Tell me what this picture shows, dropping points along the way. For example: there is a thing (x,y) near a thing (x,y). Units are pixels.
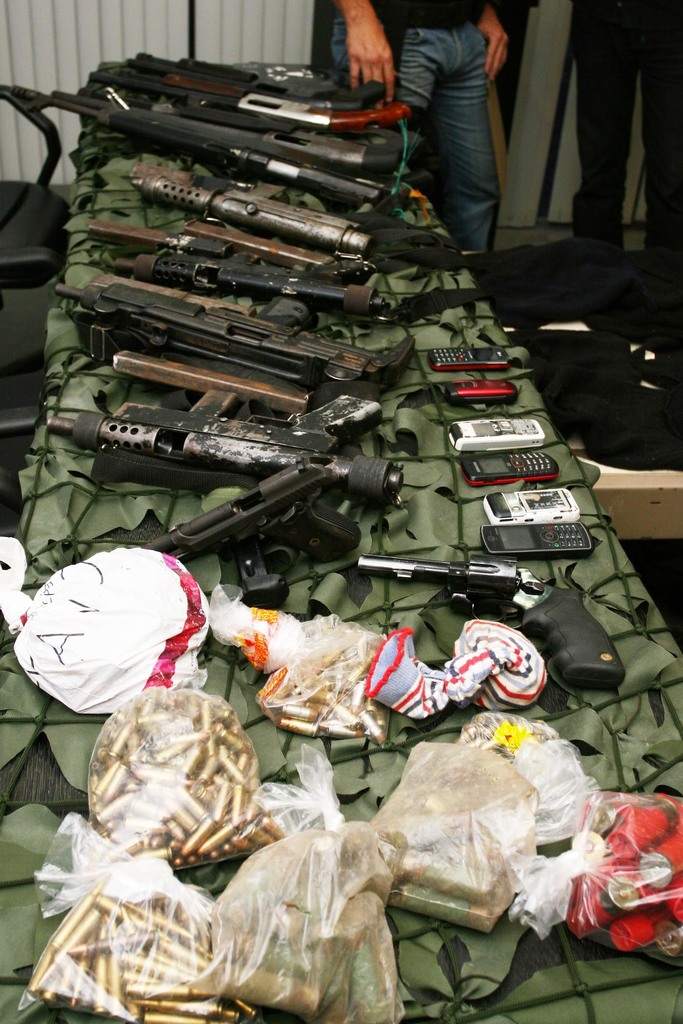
In this picture we can see guns (353,312), mobiles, bullets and some objects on a platform (347,560) and in the background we can see a chair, curtain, person legs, cloth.
